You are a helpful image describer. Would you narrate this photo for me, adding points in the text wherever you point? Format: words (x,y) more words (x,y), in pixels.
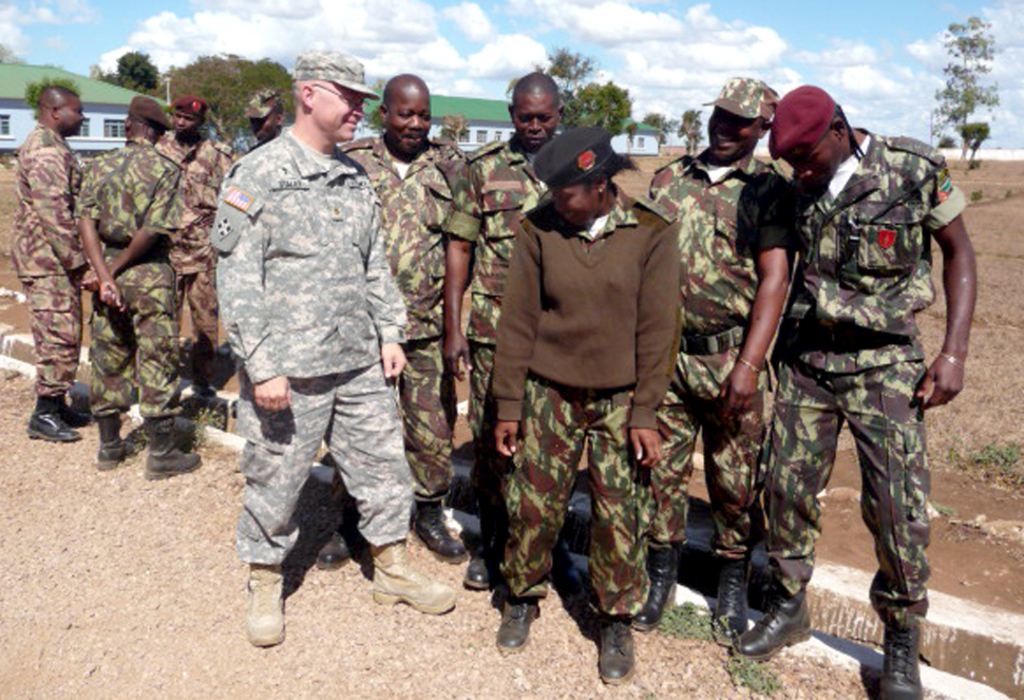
In the image we can see there are people (561,285) standing, wearing army clothes (576,339), shoes (654,576) and some of them are wearing a cap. Here we can see sand (171,598), trees (195,77), buildings (455,111) and a cloudy sky (659,38).
